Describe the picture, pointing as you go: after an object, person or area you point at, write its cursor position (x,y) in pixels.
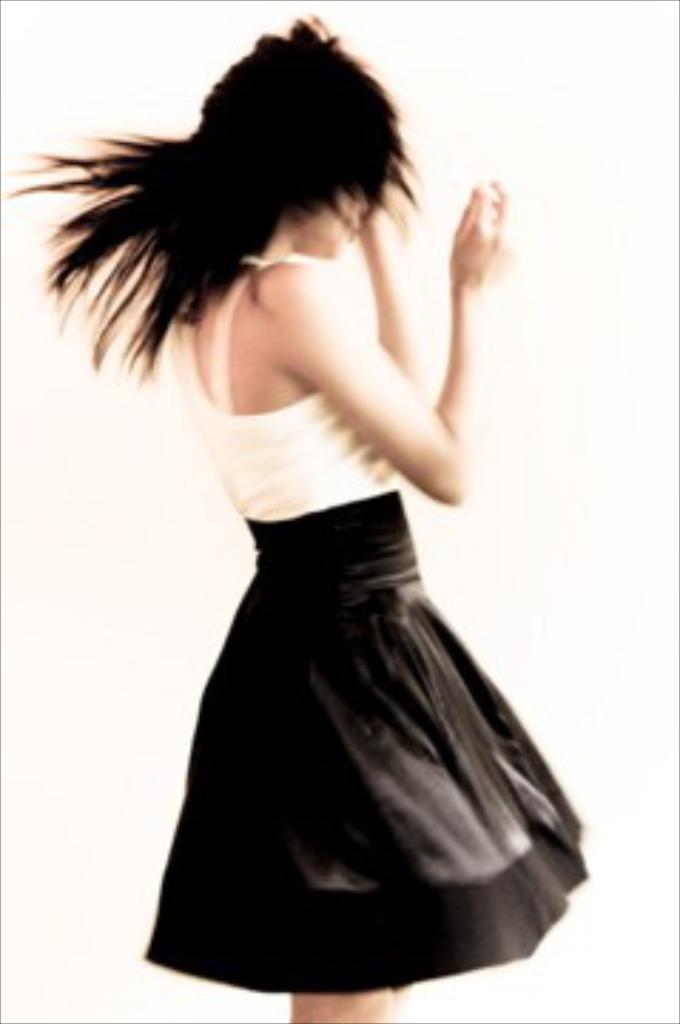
In the center of this picture (333,657) there is a person (371,121) wearing a white color t-shirt (295,455), black color skirt (343,694) and seems to be moving on the ground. The background of the image (535,11) is white in color.
